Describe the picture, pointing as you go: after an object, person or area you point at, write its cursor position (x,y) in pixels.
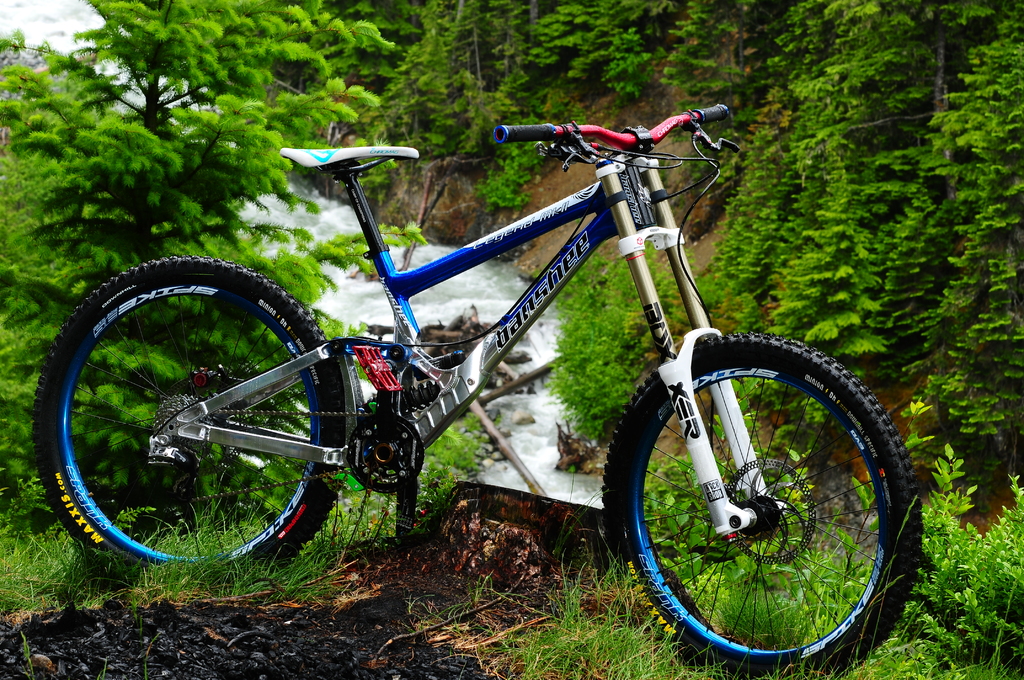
This picture is clicked outside. In the foreground (518,557) we can see a bicycle (191,293) is parked on the ground (420,568) and we can see the green grass (186,576), plants (742,582), trees (439,129), rocks (441,222) and the running water (437,250).
